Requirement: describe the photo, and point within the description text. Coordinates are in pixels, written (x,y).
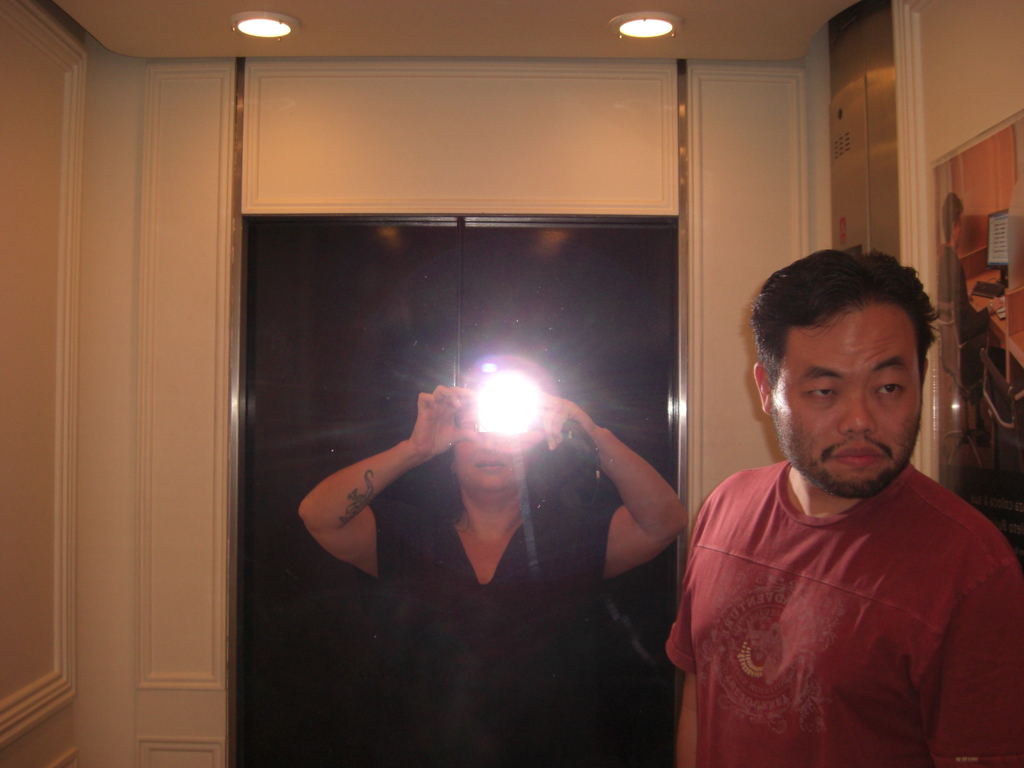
In this image there is a woman (542,562) in the middle (511,453) who is holding the light (492,418). On the right side (785,534) there is a man (814,623). At the top (439,51) there is ceiling (368,52) with the lights (254,33). On the left side (89,281) there is a wall (49,397).
